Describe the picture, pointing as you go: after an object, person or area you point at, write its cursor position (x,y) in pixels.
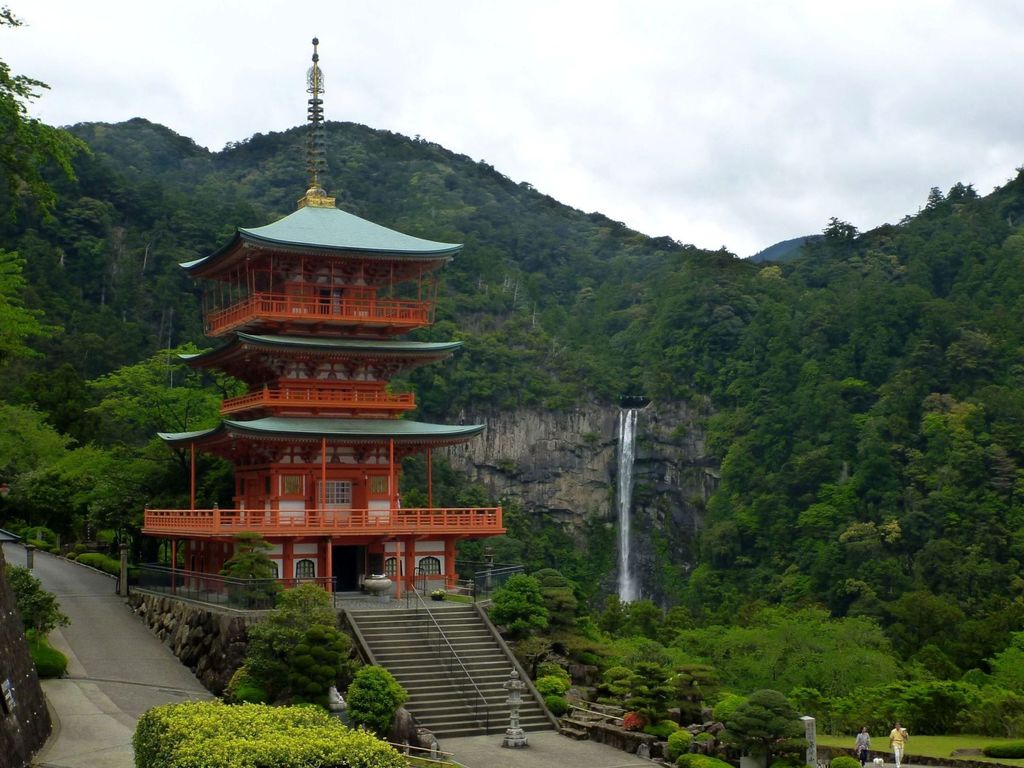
In this picture we can see a building (365,282). There is some fencing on the building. We can see a waterfall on right side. Few trees (910,531) are visible in the background (876,534). There is a path (75,649) on left side (124,701).
